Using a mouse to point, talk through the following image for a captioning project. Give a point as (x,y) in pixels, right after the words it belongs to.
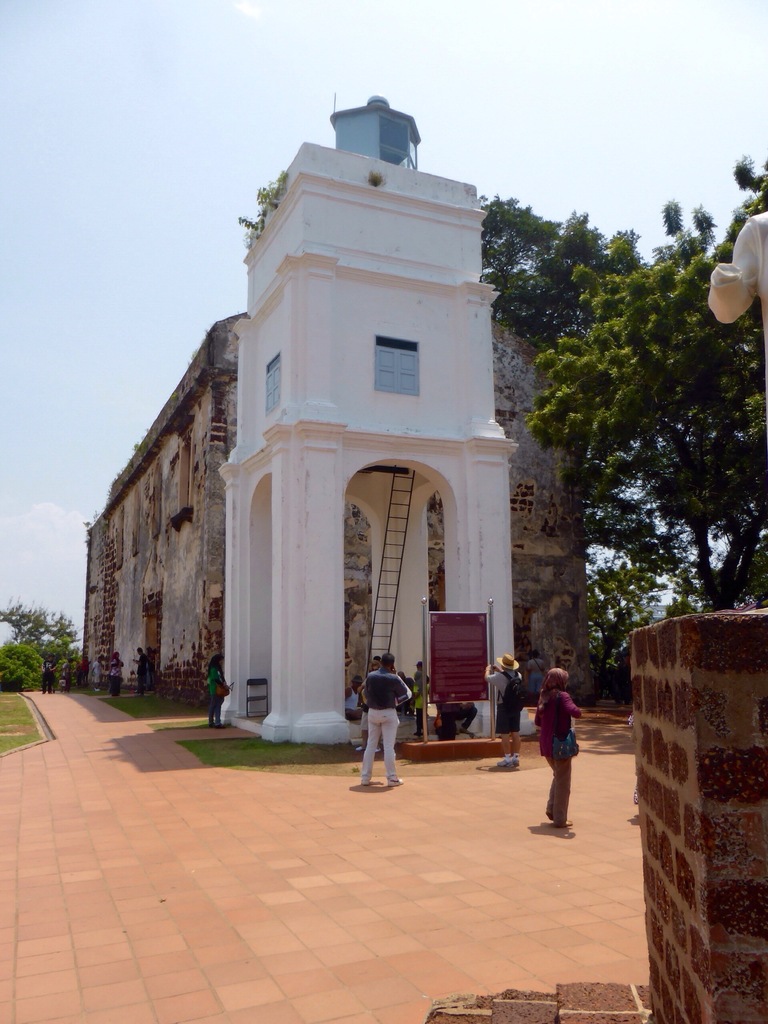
In the foreground of the picture (738,267) there is a statue (740,277). In the center of the picture (315,430) there is a building (311,674) and there are people (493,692), board (476,654), ladder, chair (257,698) and grass (340,760). In the background (732,352) there are trees (8,677), people (81,682), grass (21,739) and an old construction (211,423). At the top (174,116) it is sky (447,87), sky (428,66) is sunny.
